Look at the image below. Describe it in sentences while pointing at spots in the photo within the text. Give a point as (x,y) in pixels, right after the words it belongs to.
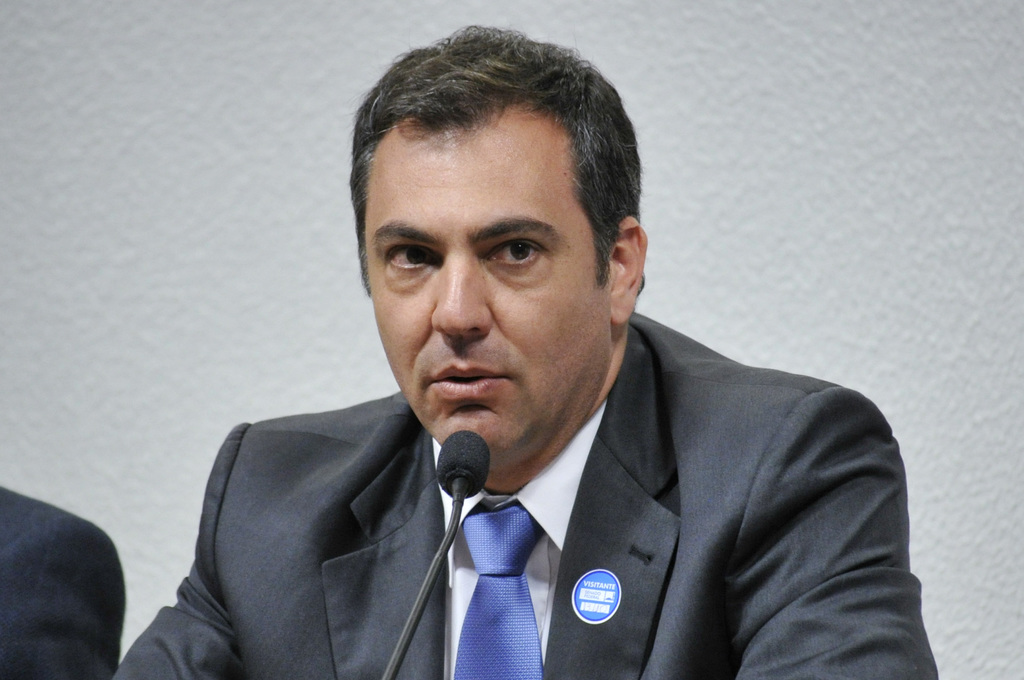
In this image we can see a person (506,510) talking into mic (436,561), he has a some sticker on his suit (406,607), behind to him we can see the wall (1001,474).
